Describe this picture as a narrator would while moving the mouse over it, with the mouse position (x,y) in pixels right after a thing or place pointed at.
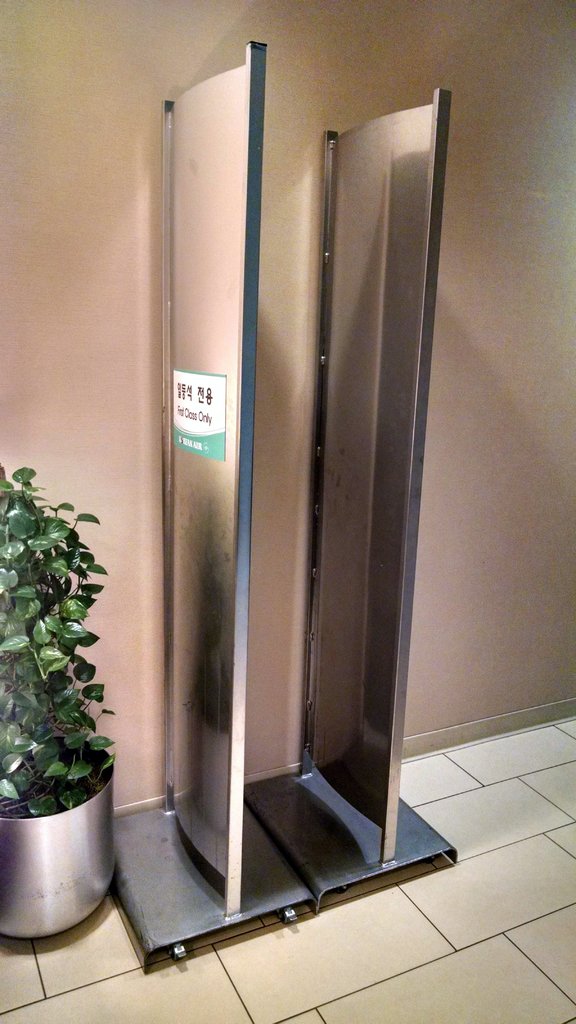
In the center of the image (192,603), we can see a stand (274,816) and a flower pot (63,808) and in the background (486,357), there is a wall (516,367). At the bottom (436,964), there is floor (417,940).
